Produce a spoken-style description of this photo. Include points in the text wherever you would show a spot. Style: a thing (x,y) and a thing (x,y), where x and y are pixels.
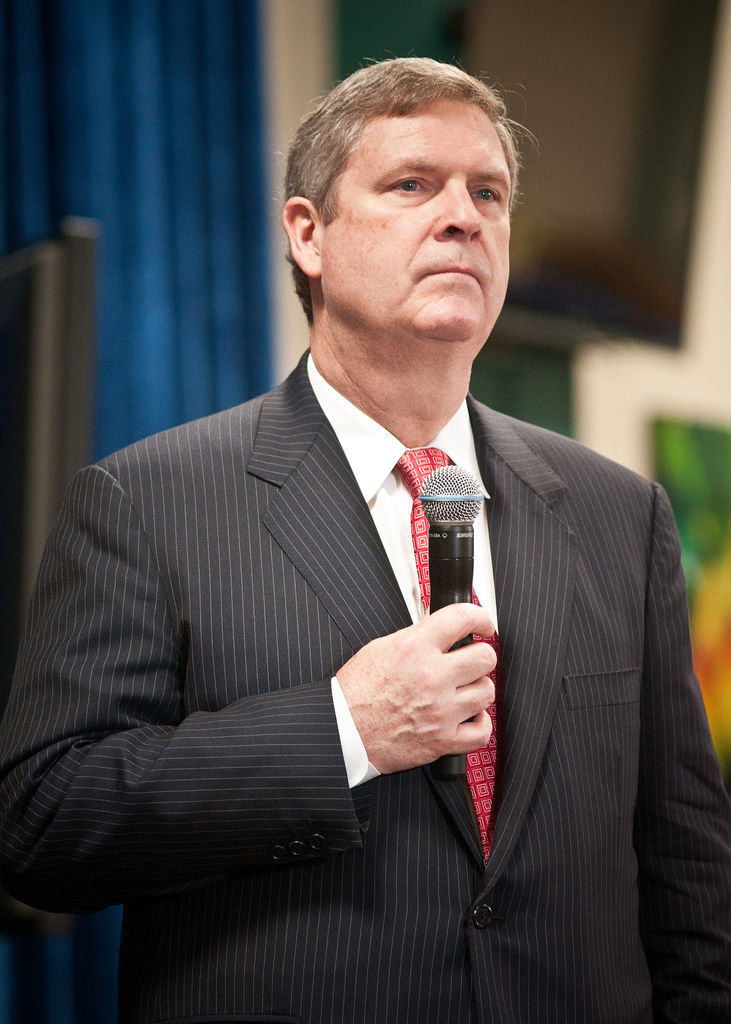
In this image there is a man (177,1006) wearing a black color blazer (502,492), white shirt (382,530), red tie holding a microphone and the background (208,28) there is curtain (156,222).
